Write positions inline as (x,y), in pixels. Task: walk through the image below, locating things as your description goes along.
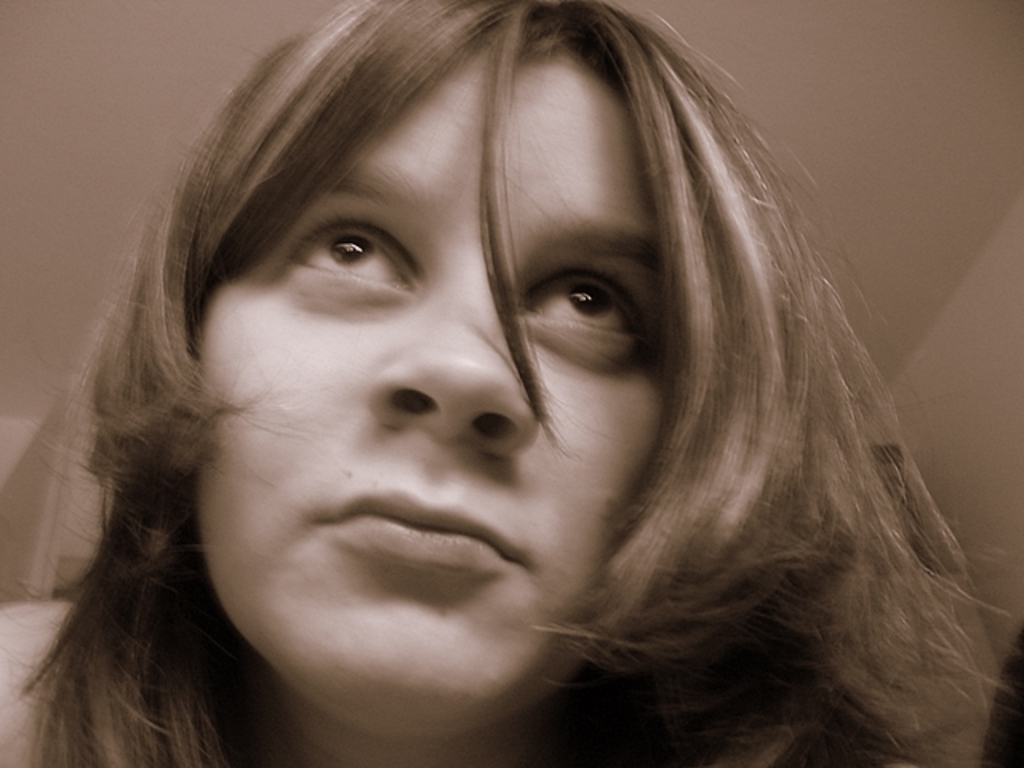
In this image we can see a girl (450,466).
